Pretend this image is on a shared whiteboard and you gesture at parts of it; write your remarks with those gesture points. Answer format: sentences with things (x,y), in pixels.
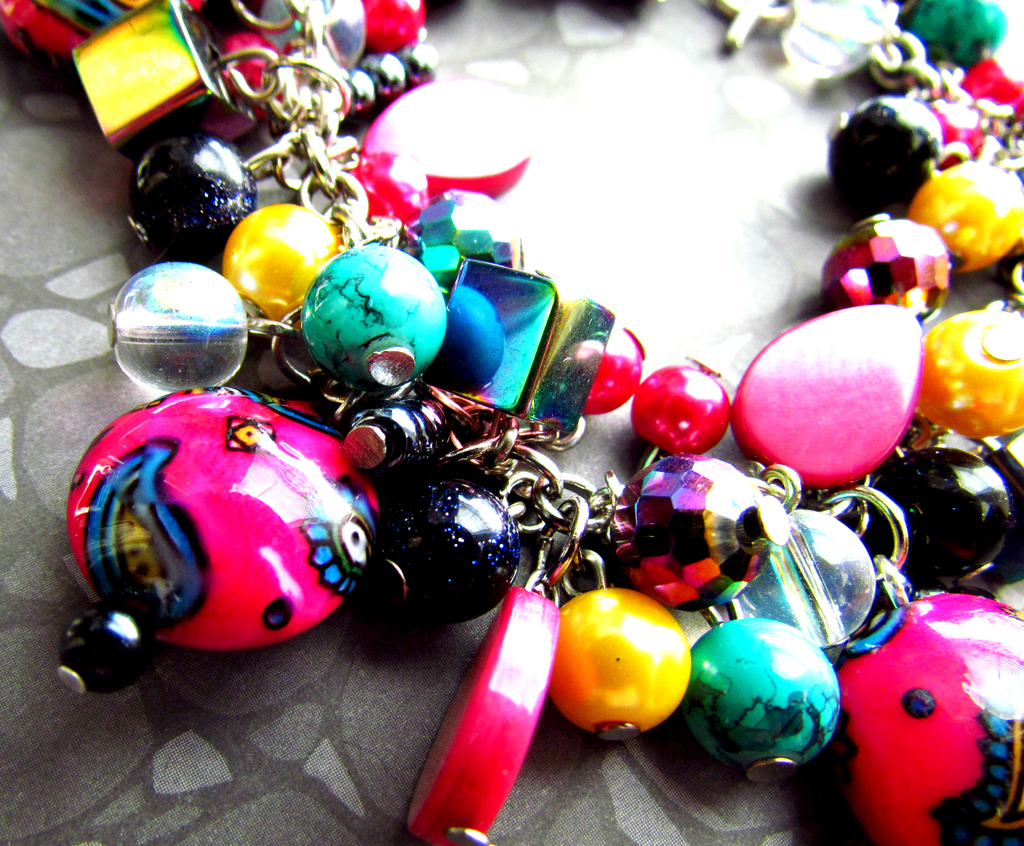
This is a bracelet (1004,256). It has many colorful beads (710,522).
